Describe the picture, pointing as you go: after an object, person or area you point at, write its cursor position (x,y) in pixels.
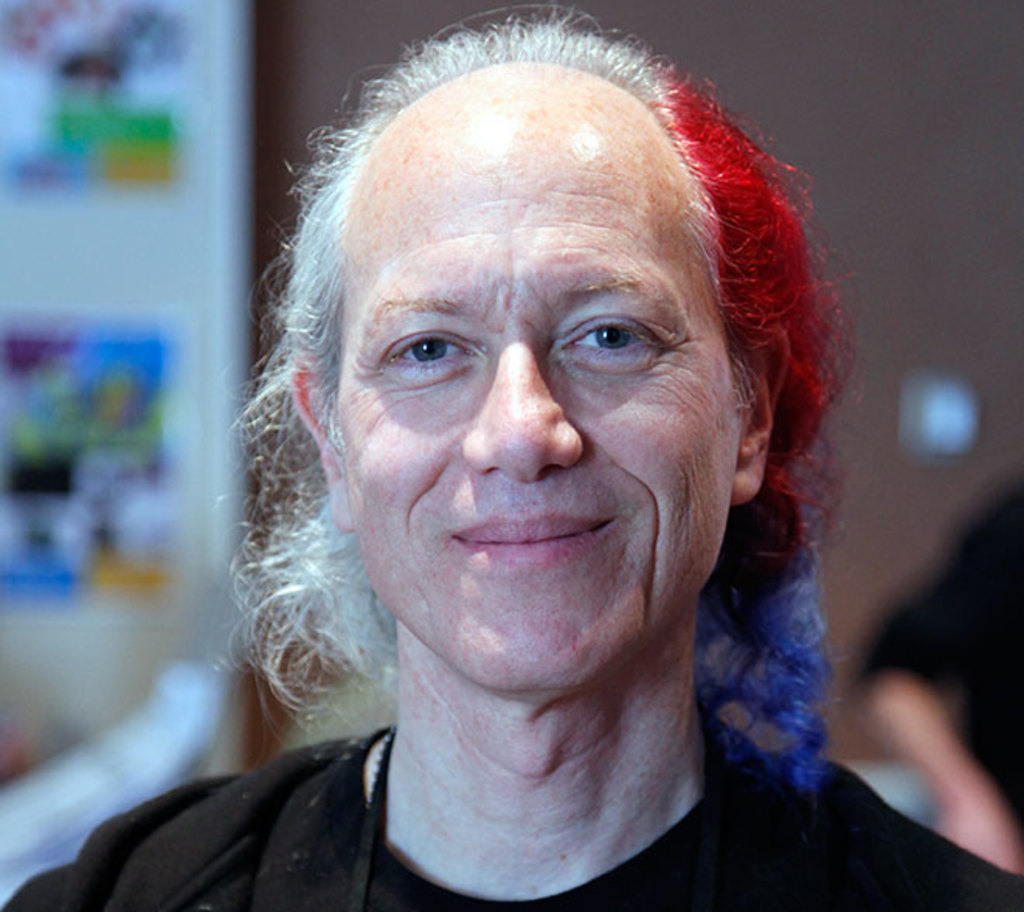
This image consists of a person (611,718) wearing a black dress (317,911). And the hair (802,626) is in multicolor. The background (39,514) is blurred.
